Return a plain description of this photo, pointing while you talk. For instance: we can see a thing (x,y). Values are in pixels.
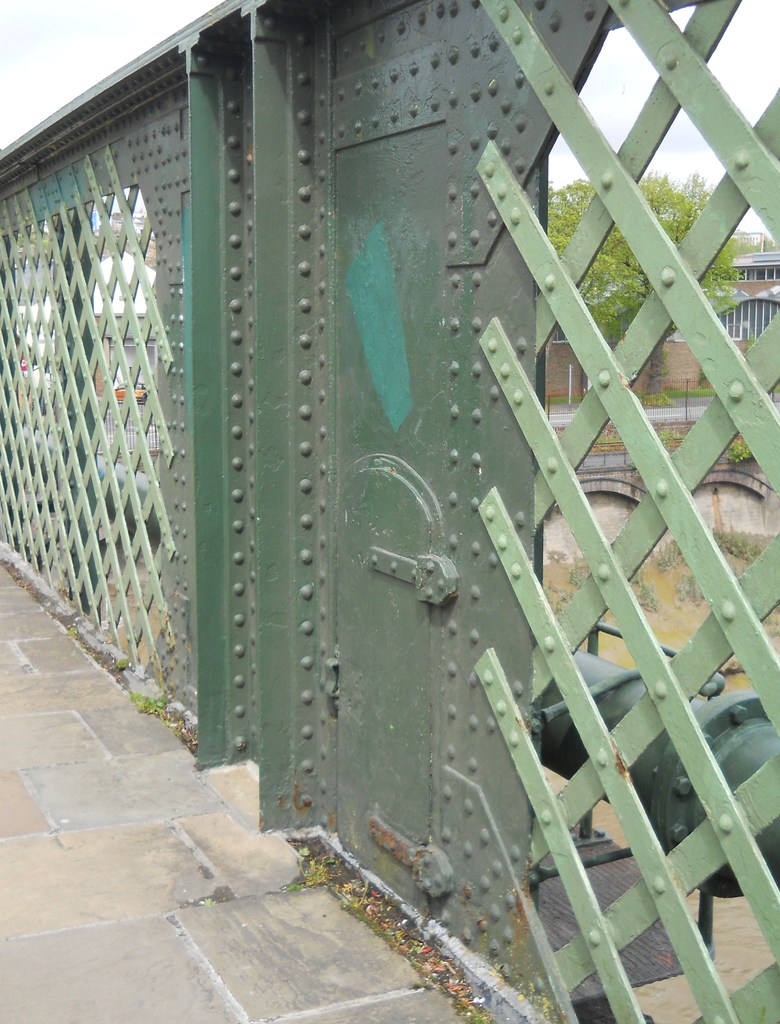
In the center of the image (434,624) there is a fencing (60,580). There are trees (733,247). At the bottom of the image (53,940) there is flooring (21,833).
